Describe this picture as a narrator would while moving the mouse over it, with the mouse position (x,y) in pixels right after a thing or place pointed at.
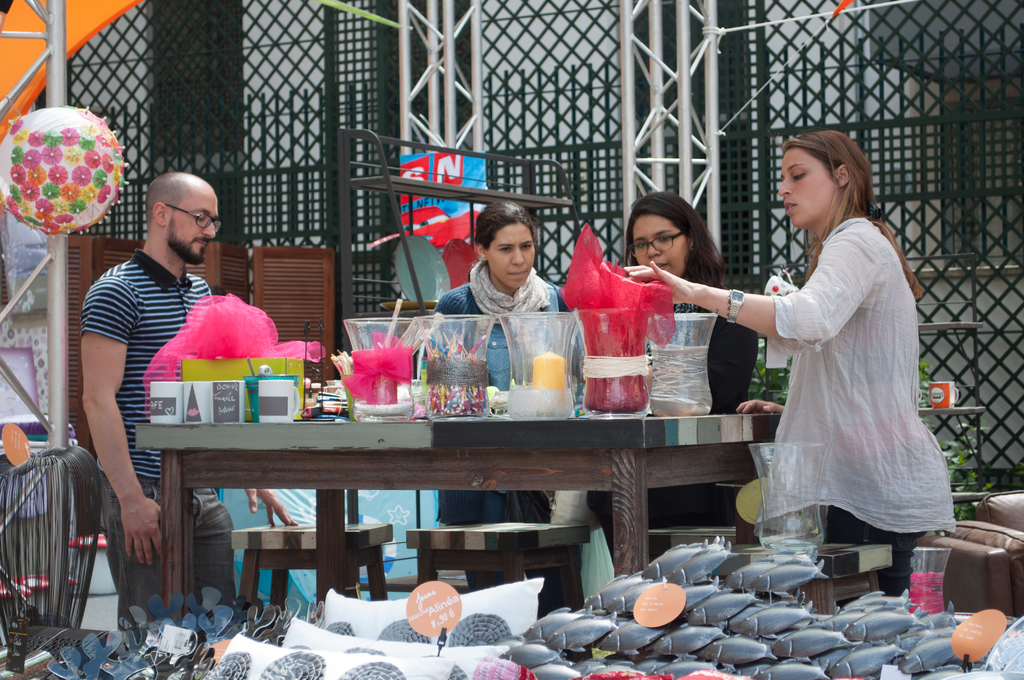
In the image we can see there are three women (632,273) and a man (171,278) standing, they are wearing clothes (866,310) and some of them are wearing spectacles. There is a table (568,445), on the table (524,434) there are many other things (599,373) and a plastic cover (630,285). There are even stools (564,534) and a sofa (946,533), this is a fence (1006,367), plant (770,371), decorative balloon (72,171) and other objects (807,632).
